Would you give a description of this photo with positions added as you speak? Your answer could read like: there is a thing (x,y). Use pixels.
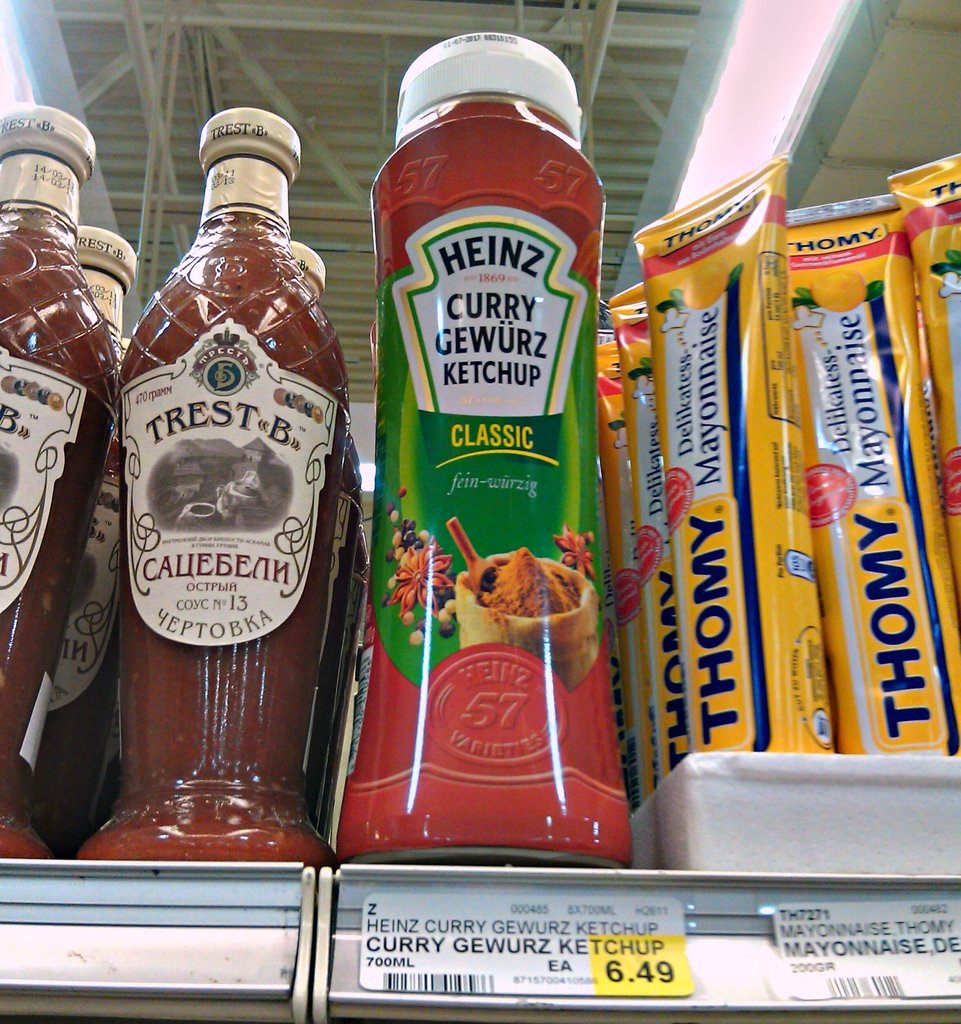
In the picture there are ketchup bottles (423,497) placed on the rack (748,971) beside the ketchup bottle (410,813) there are mayonnaise tubes (814,628) under the ketchup (385,732) there is price tag (635,947) where the text (482,948) is written on them.
